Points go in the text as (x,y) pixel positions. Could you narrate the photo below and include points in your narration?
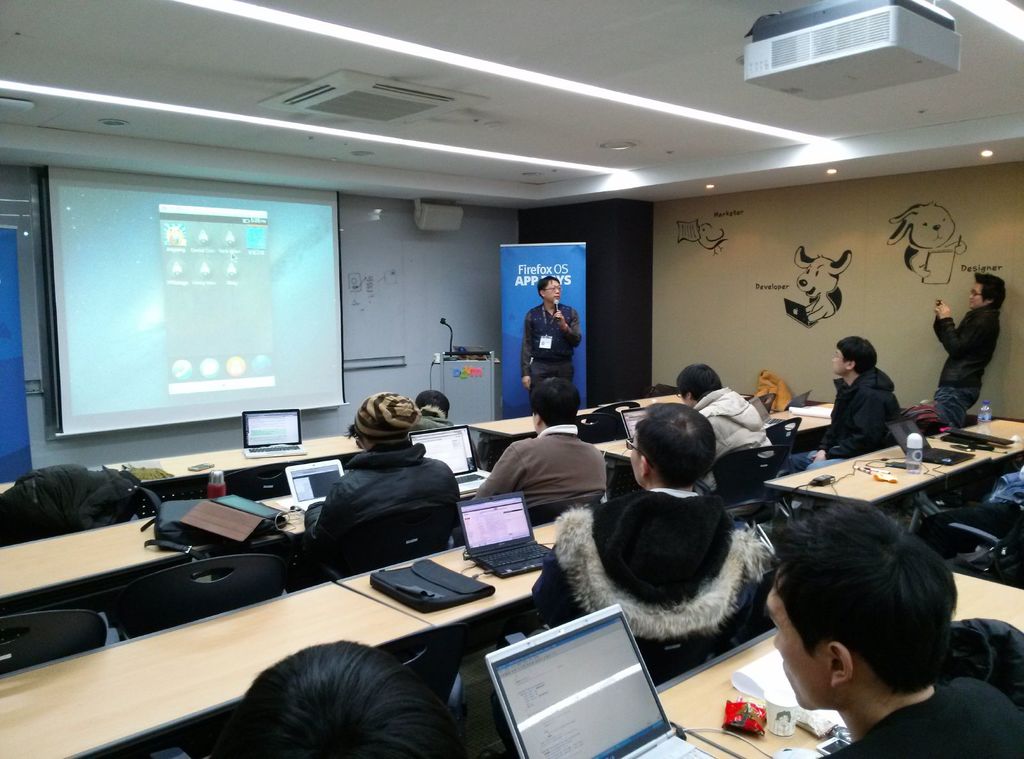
In this image we can see many persons (369,517) sitting at the laptops (907,435) and we can also see benches (200,472). On the bench (114,558) we can see bag (439,597), water bottles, laptops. In the background (540,319) we can see person (537,341) standing and holding a mic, screen (322,309), mic (450,330) and drawings (802,271) on wall (780,293). At the top of the image (952,46) there is projector (812,80).
